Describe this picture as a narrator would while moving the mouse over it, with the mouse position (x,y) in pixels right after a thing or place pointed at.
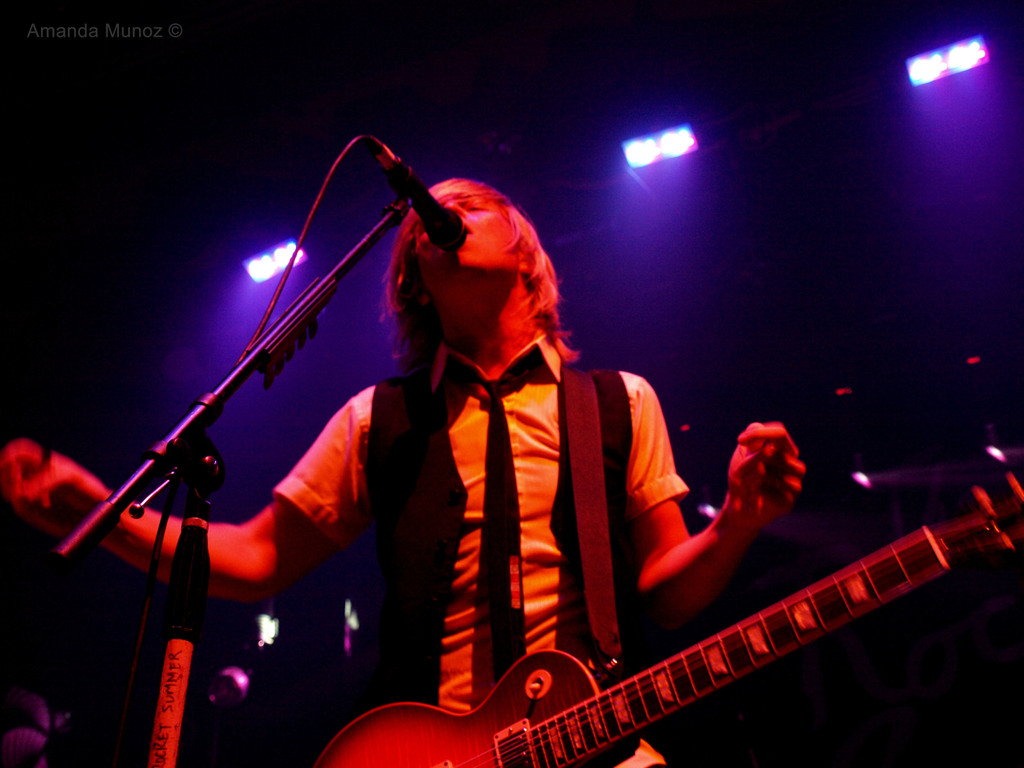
In this image there is a person (490,366) wearing colorful clothes (421,564) and a guitar (495,726). This person (404,315) is standing in front of this mic (199,470). There are three lights (266,274) at the top (935,50).
